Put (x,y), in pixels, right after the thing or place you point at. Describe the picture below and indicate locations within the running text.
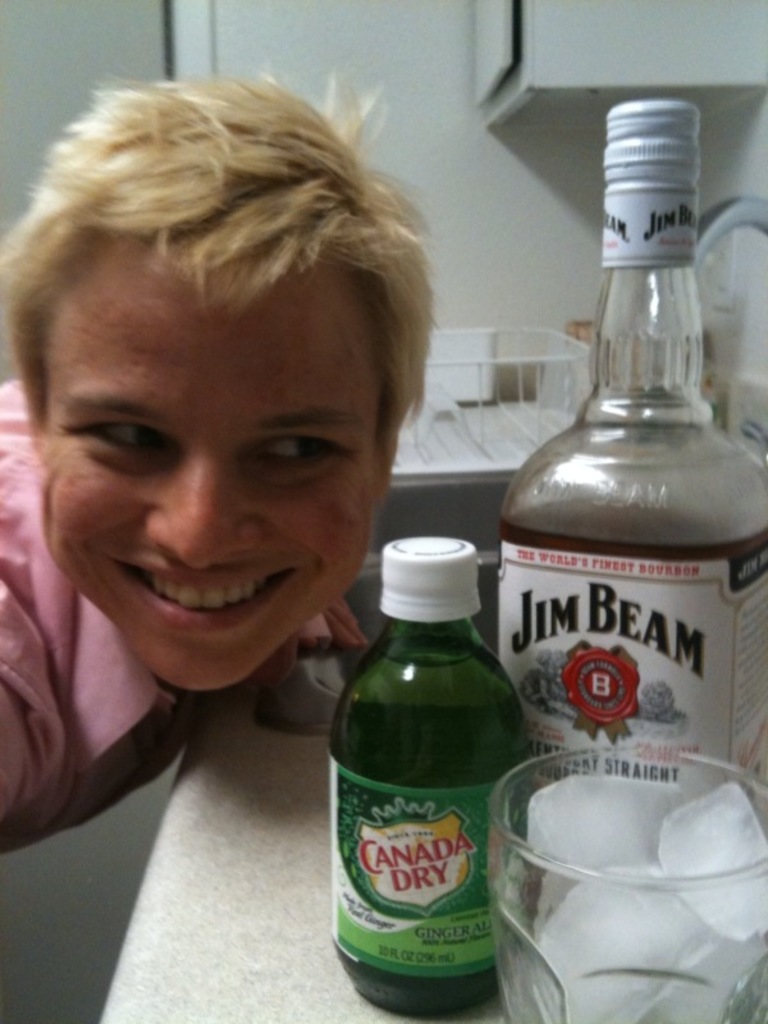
In the left (67,194), a person (174,107) is there who is half visible. In the right (675,408), a desk (274,864) visible on which bottles (629,708), jar (640,830), ice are kept. The background walls (384,100) are white in color. This image is taken inside a kitchen (569,132).
